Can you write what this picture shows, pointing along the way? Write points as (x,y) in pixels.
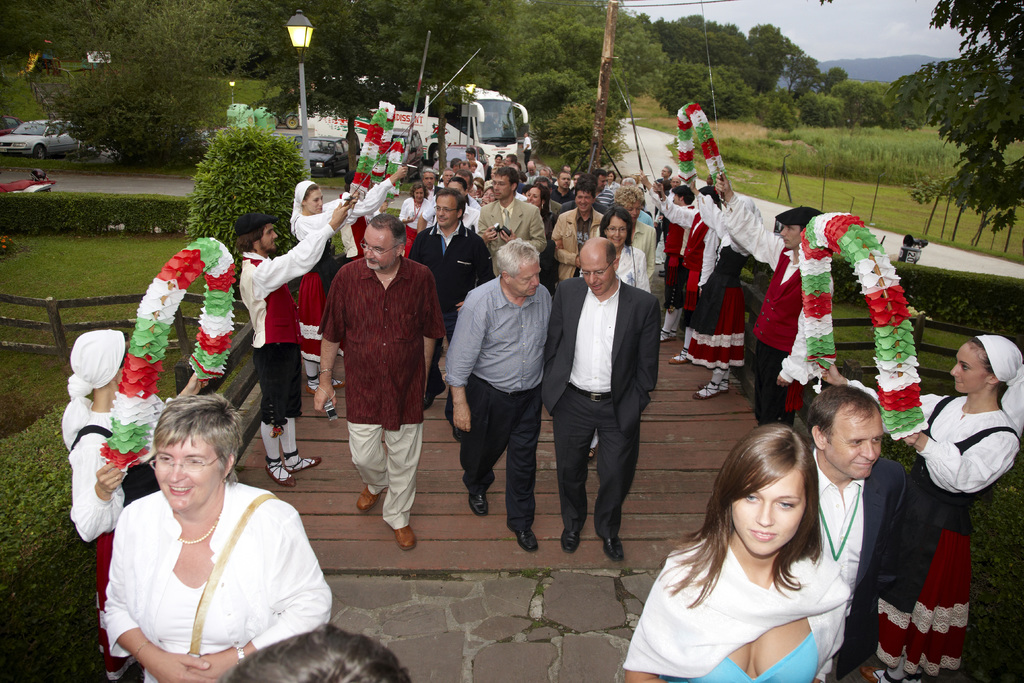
In the image in the center (599,413) we can see a group of people (586,278) were standing and few people (779,260) were holding garlands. In the background (589,86) we can see the sky (843,21), trees (188,100), plants (909,158), grass (897,194), vehicles (40,145), poles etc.
